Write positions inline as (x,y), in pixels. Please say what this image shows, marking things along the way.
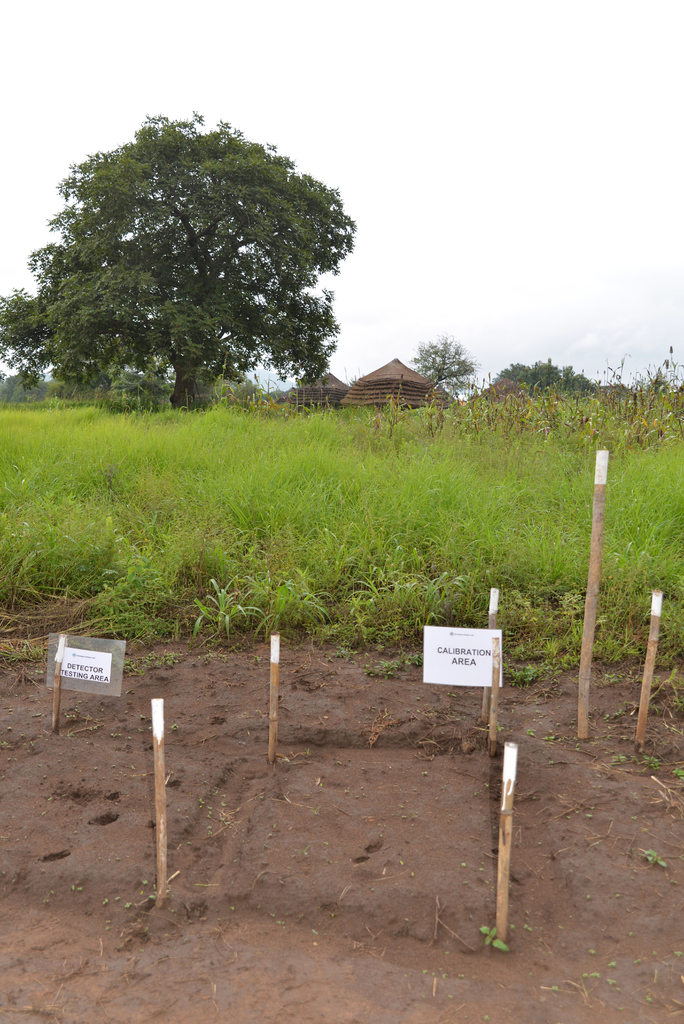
This picture is clicked outside. In the foreground (487,679) we can see the bamboo (584,716) and the boards (481,669) on which we can see the text (460,657). In the center (408,482) we can see the green grass (287,469) and in the background (407,400) there is a sky (656,201), trees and some houses (408,402).
